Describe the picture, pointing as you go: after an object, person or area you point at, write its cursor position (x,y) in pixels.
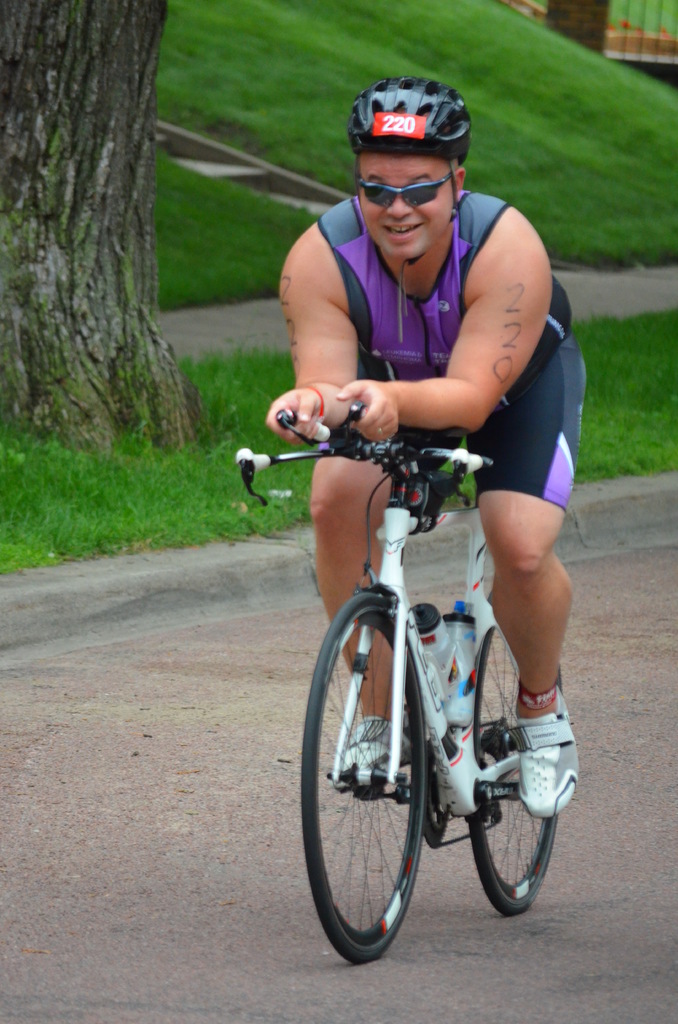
In this picture we can see man (362,133) riding bicycle (478,456) wore helmet (405,84), goggles (425,184) and smiling and in background (248,284) we can see grass (295,35), tree (60,133), fence (611,7).
